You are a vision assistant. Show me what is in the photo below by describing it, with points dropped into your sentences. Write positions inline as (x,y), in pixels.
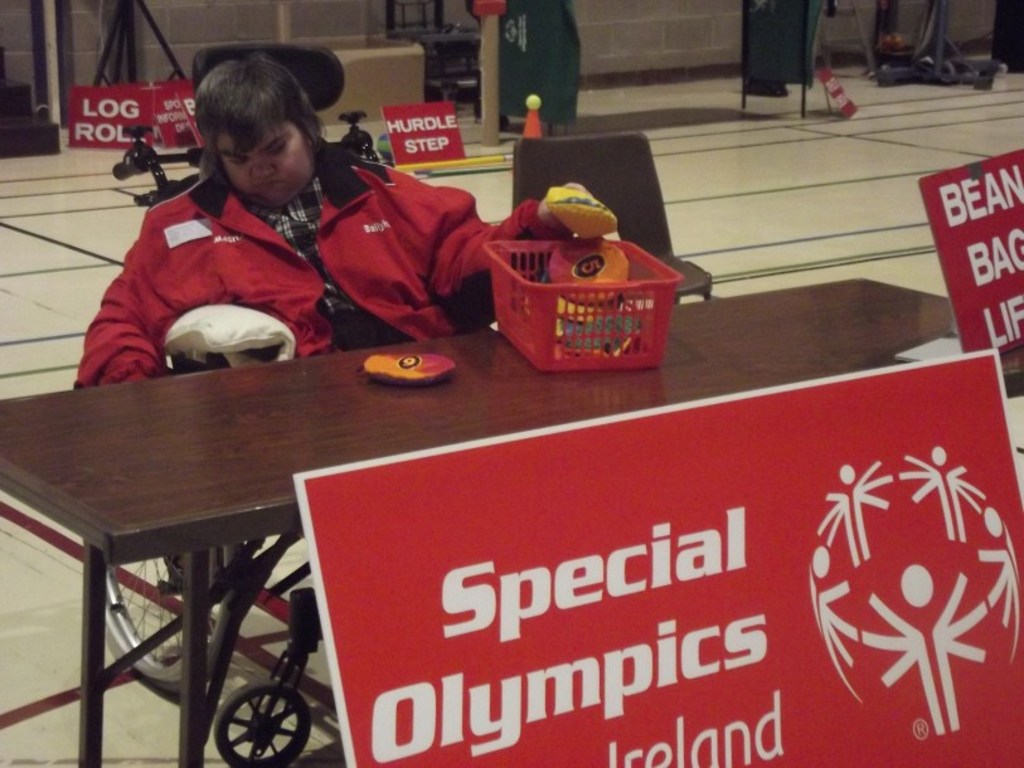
In this image i can see a man (335,231) wearing a red jacket (378,250) sitting on a wheel chair (155,585) in front of a table (338,461), On the table (570,398) i can see a basket (587,365) in which there are few objects (604,271). I can see few banners (750,601) in front of the table (325,453). In the background (744,209) i can see the floor (752,184), a chair (612,172), few boards (138,107) and the wall (650,38).
